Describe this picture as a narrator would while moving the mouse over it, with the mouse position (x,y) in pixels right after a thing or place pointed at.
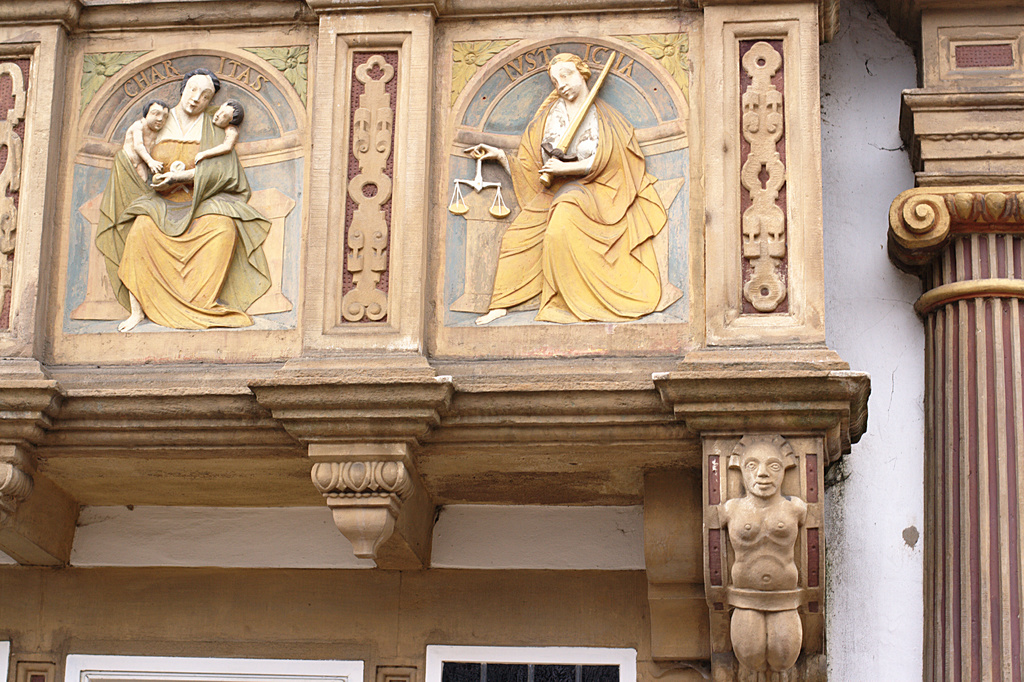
In this picture we can see sculptures (242,325) on the wall (212,342), here we can see a pillar (960,406) and some objects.
